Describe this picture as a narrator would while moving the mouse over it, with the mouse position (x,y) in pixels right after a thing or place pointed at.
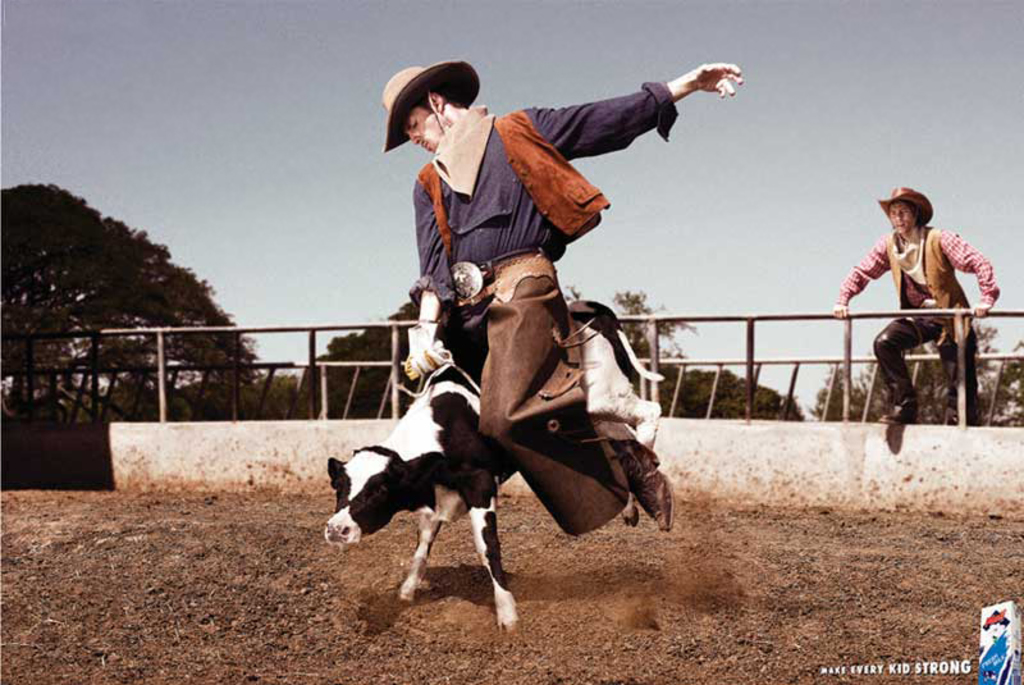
In this image we can see a person (556,249) wearing cap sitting on a cow (446,413) and in the background of the image (777,347) there is another person (937,253) also wearing cap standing near the fencing (894,320), there are some trees (37,217) and clear sky (747,178).
